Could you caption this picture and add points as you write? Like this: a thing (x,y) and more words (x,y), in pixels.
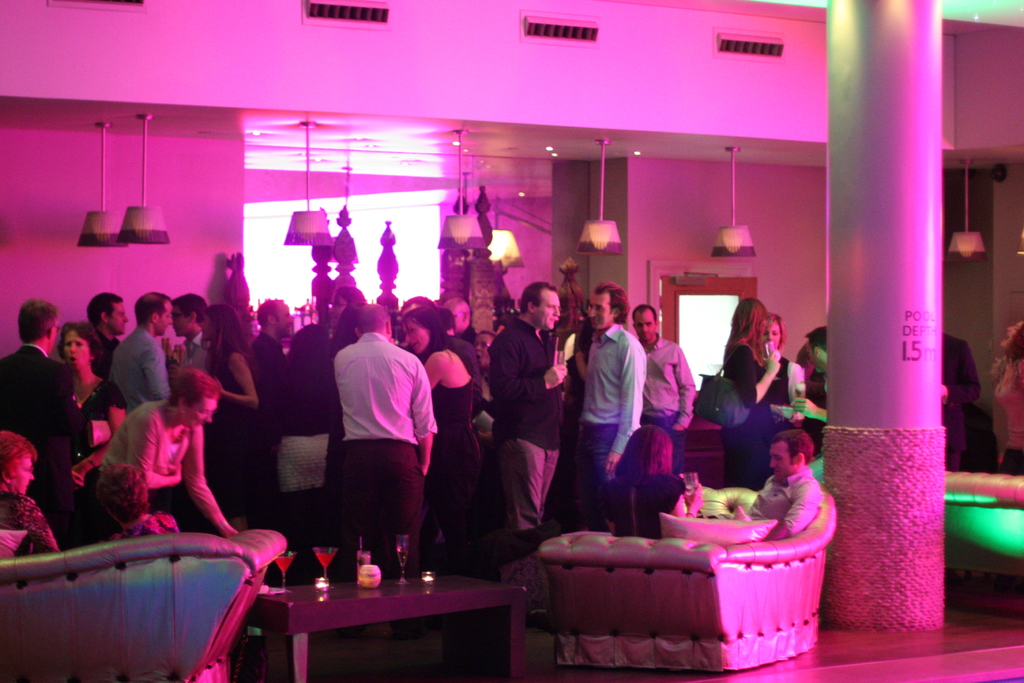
In this image in the center (364,356) there are persons (335,377) standing and sitting and there are lights (131,230) hanging on the top (592,226). On the left side (35,525) there are persons (35,525) sitting on the sofa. In the center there is a table (411,603) and on the table (353,597) there are glasses (357,564). On the right side (902,271) there is a pillar (901,351) with some text (916,354) written on it and in the background (705,284) there is a door (704,311).
